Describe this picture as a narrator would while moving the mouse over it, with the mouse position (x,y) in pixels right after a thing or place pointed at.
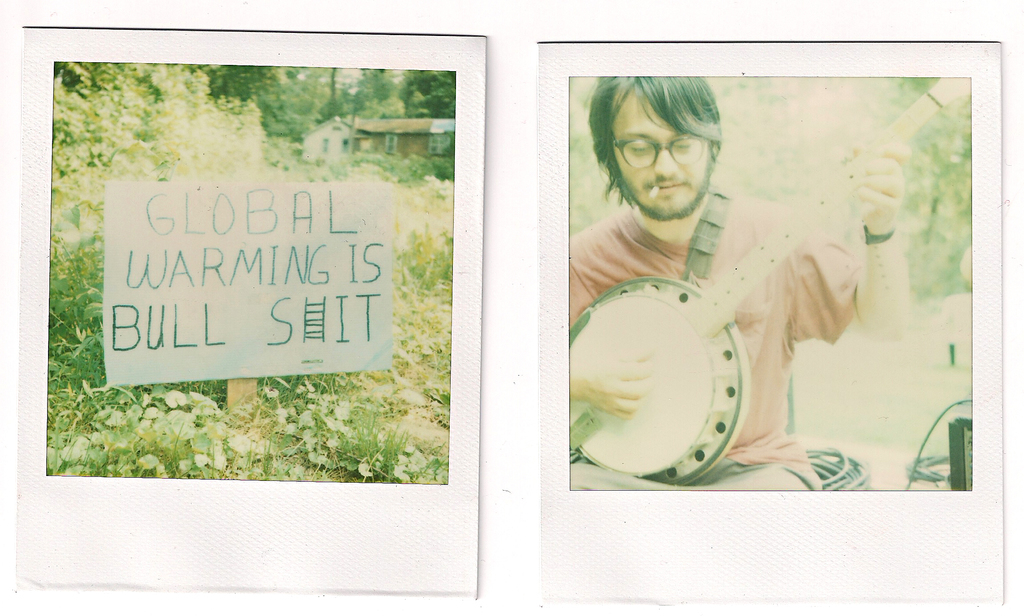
The image is a collage of two images. In the left (284,239) there is a placard (223,294). There are trees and building (386,149) in the image. In the right (733,238) a person (692,177) is playing a musical instrument (772,257). In the background (790,130) there are trees (791,116).
